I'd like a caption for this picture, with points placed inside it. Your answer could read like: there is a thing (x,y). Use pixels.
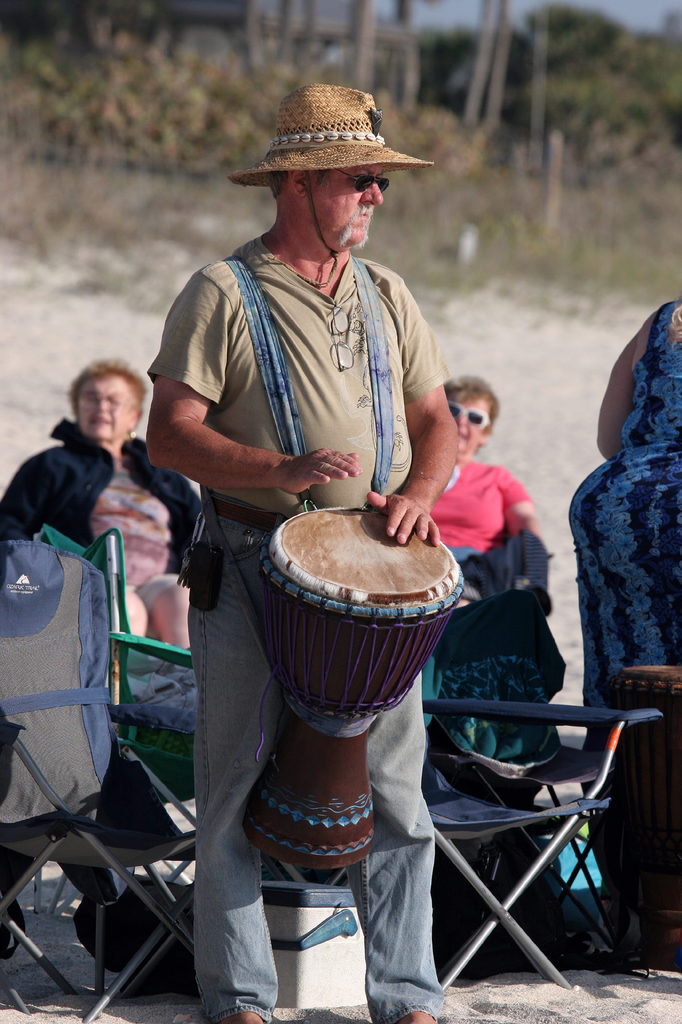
In this picture we can see man (282,424) wore goggle (385,183), cap (362,153) playing drum (340,566) and at back of him we can see two woman (477,479) sitting on chair (109,560) and bag (145,680) on chair (105,628) and in background (142,87) we can see trees (428,110), sand (533,355).
